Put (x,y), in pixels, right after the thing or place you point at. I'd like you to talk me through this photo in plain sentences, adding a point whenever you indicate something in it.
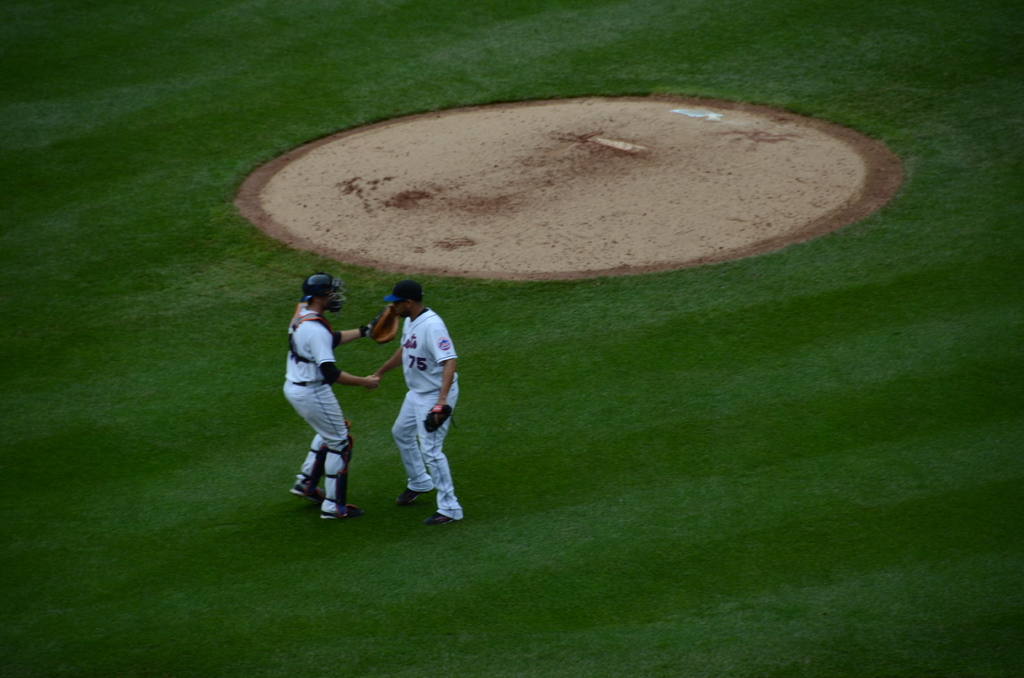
In the image we can see two men (419,372) standing, wearing clothes (407,365) and shoes (351,510). This person (318,413) is wearing a glove (369,328) and helmet (318,301), this is a grass (598,481), sand (593,201) and a cap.
